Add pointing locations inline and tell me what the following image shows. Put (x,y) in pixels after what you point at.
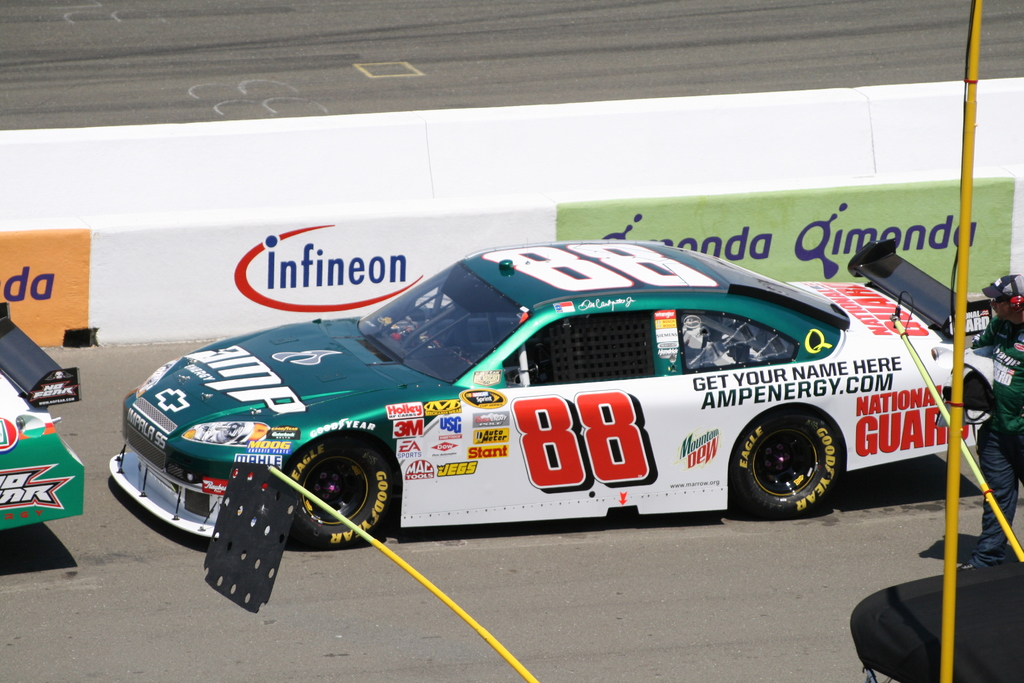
In this image we can see a car (551,369) on the road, there is the windshield (428,323), there are the tires (353,482), at back here a person (1013,390) is standing, there is the pole (452,606).
